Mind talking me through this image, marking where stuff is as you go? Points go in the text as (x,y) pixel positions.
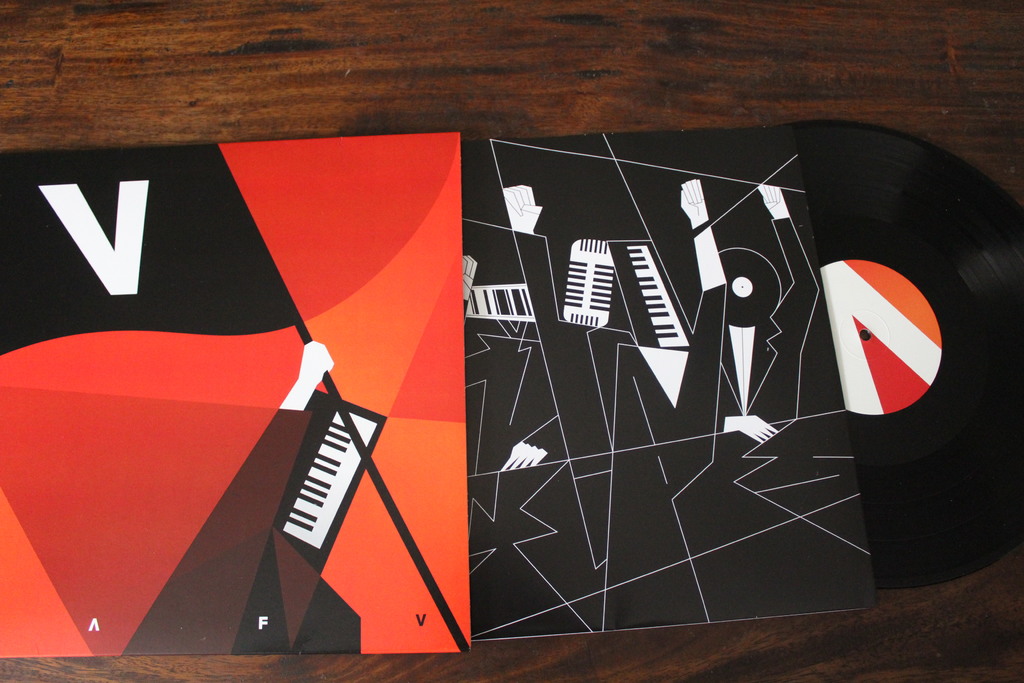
In this image I can see an object (500,201) in red, orange, black and white color. It is on the brown surface (376,100).
